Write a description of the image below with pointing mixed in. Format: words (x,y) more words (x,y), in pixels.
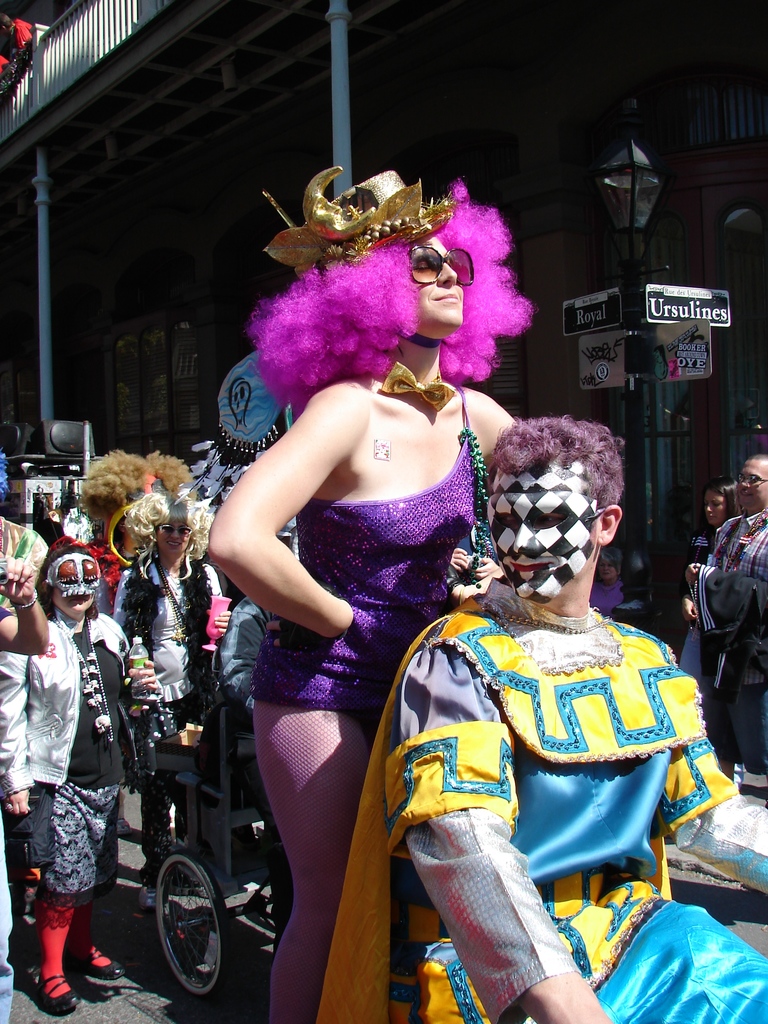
In this image there are many people (152,747) on the road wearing different costumes (405,499). Here there are few other people (704,560) watching them. This is a street light (628,339). In the background (541,185) there is building (527,181).
